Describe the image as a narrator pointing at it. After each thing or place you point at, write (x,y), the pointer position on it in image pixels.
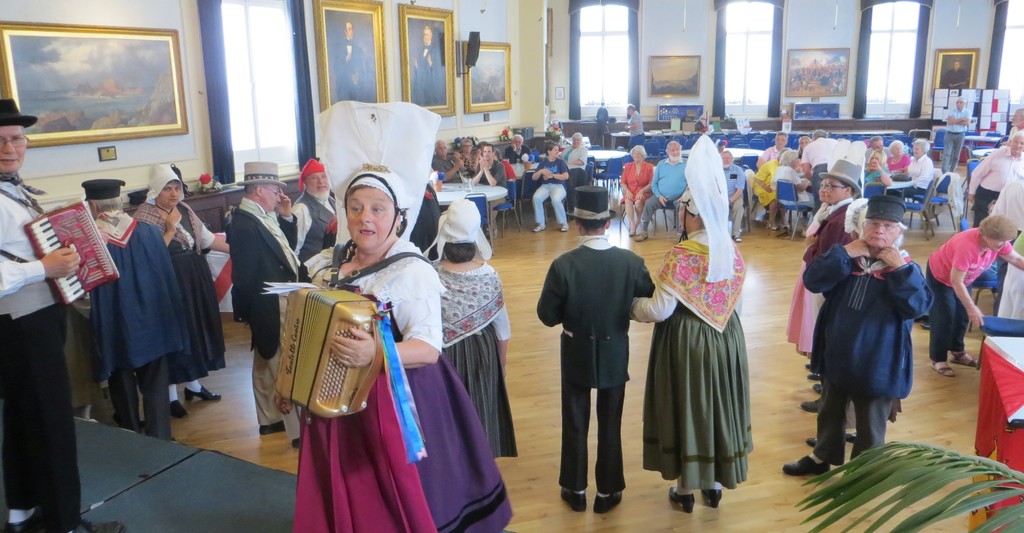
In this picture I can see group of people (456,304) standing, group of people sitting on the chairs (612,173), there are tables (450,192), two persons (373,237) standing and holding the accordions (43,236), there is a plant (853,473), there are frames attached to the wall (851,97) and there are some other items (436,173).
